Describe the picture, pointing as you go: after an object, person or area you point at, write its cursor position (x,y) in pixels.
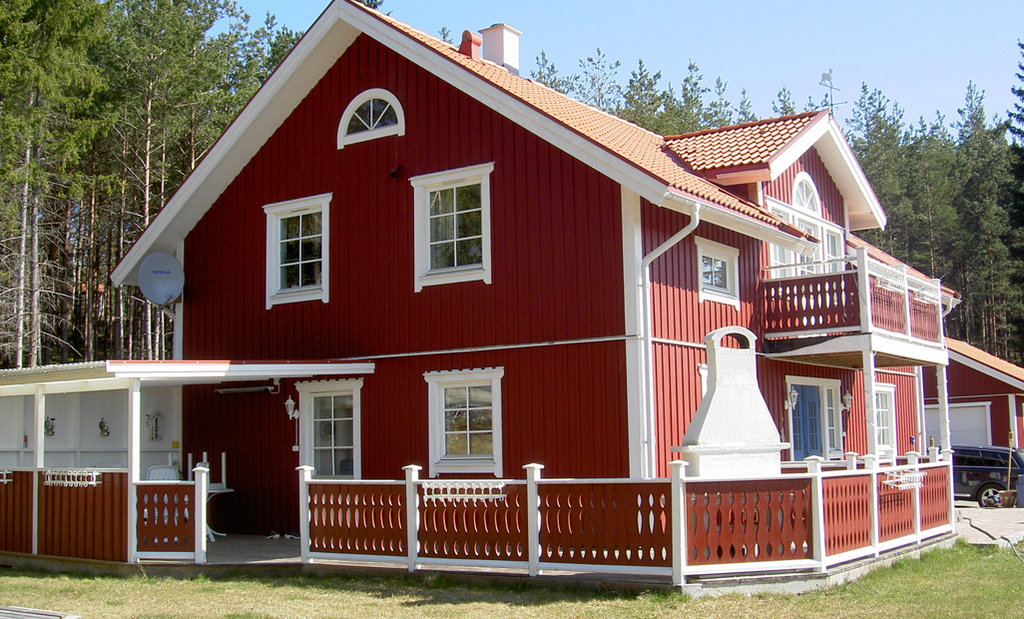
In the center of the image (483,353) we can see houses (430,309), windows (441,184), roof (414,36), balcony (904,311), railing (199,487), tables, chair (170,470). On the right side of the image (928,442) we can see a car (999,461) and a garage (994,416). In the background of the image (976,159) we can see the trees (965,148). At the top of the image (665,21) we can see the sky (716,35). At the bottom of the image (430,612) we can see the ground (430,599).
